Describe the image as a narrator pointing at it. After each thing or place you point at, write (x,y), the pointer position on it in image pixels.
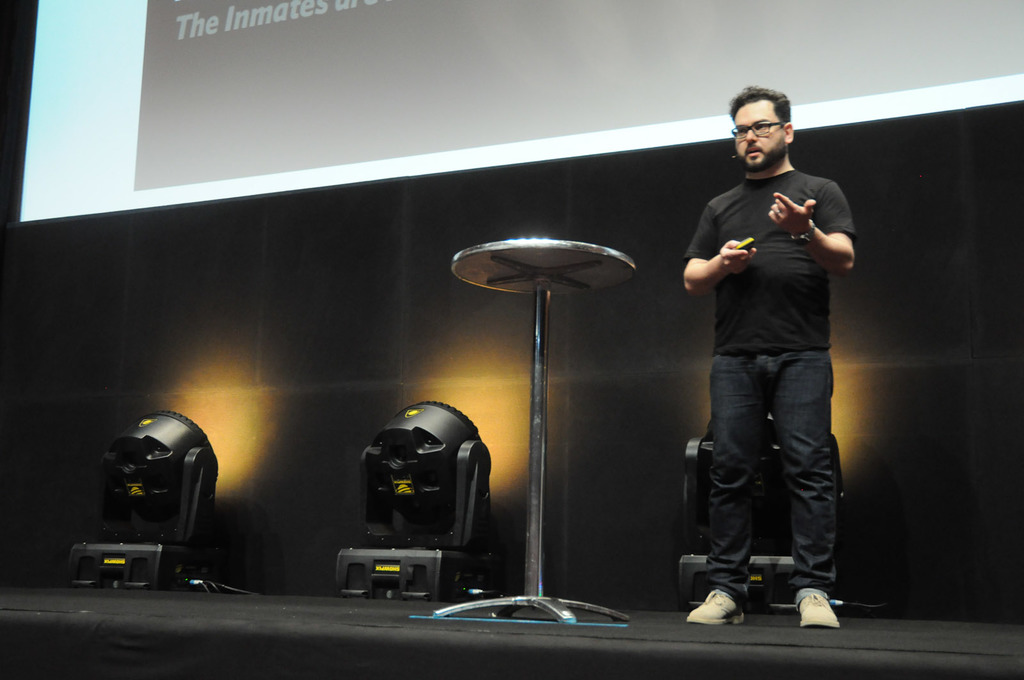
In this image we can see a person (789,270) holding a device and standing on the stage (551,640). In the center of the image (551,292) we can see a table (540,365) and some lights (151,523) placed on the floor (392,616). At the top of the image (419,96) we can see a screen (216,53) with some text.
